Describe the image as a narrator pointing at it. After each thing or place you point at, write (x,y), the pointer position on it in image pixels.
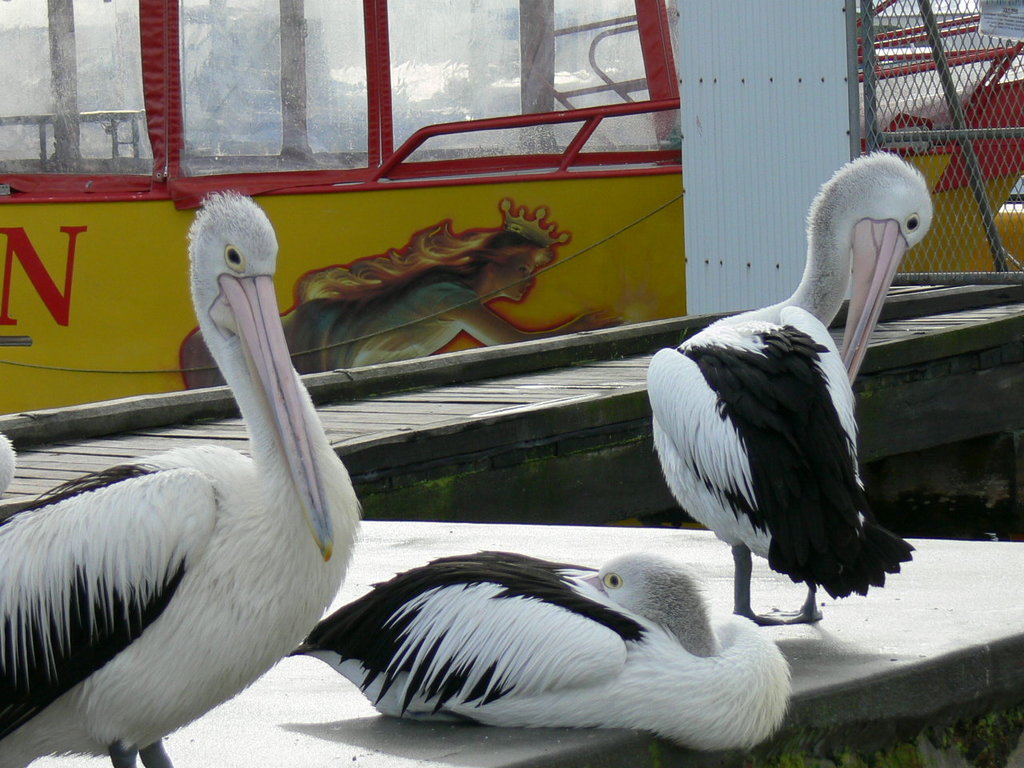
In this image, there are three birds (346,524) in black and white color combination on a platform (377,766). In the background (525,248), there is a vehicle (295,172) having glass windows (135,170) and a painting (367,326) on it and there is a fence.
